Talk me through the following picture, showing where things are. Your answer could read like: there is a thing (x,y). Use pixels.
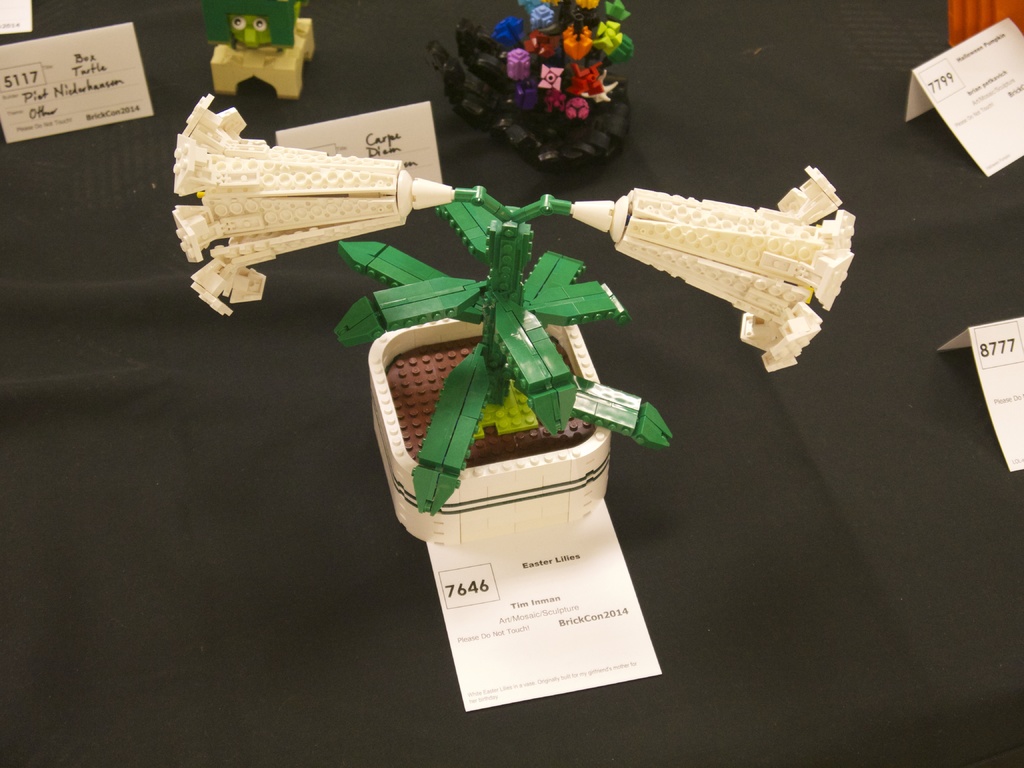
In this image we can see many objects (514,256) which are placed on the black color surface (687,119). There are few description papers (578,609) about the objects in the image.
